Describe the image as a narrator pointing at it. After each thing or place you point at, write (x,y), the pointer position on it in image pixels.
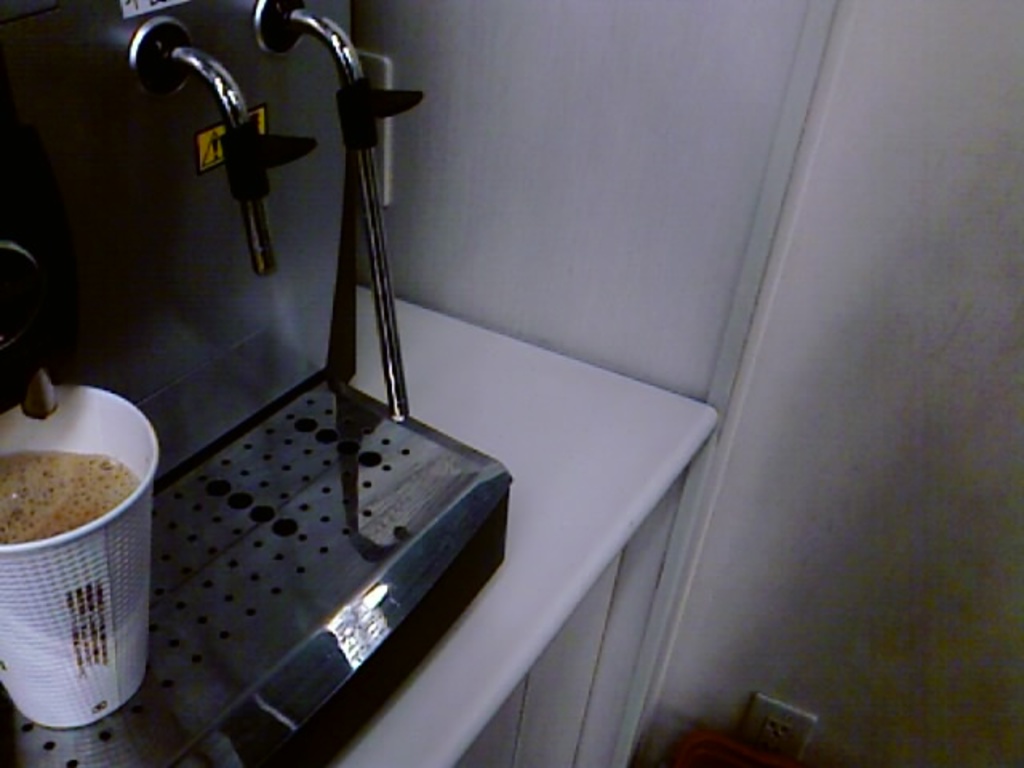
This image is taken indoors. On the right side of the image (810,315) there is a wall (764,400). On the left side of the image (293,738) there is a table (416,728) with a coffee machine (292,248) on it. There is a cup (70,574) with coffee (63,523) in it.
